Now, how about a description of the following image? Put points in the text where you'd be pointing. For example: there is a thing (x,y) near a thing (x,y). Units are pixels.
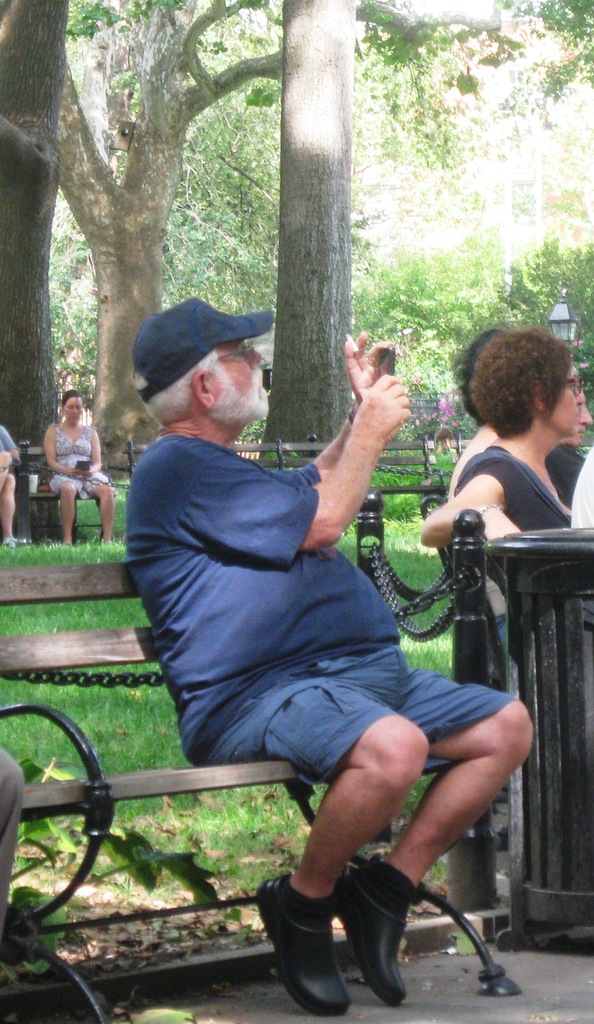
In the image we can see few persons (365,347) were sitting on bench (319,444). In center (293,552) we can see man (246,588) holding phone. And back there is a trees (401,197) and grass (110,688).
